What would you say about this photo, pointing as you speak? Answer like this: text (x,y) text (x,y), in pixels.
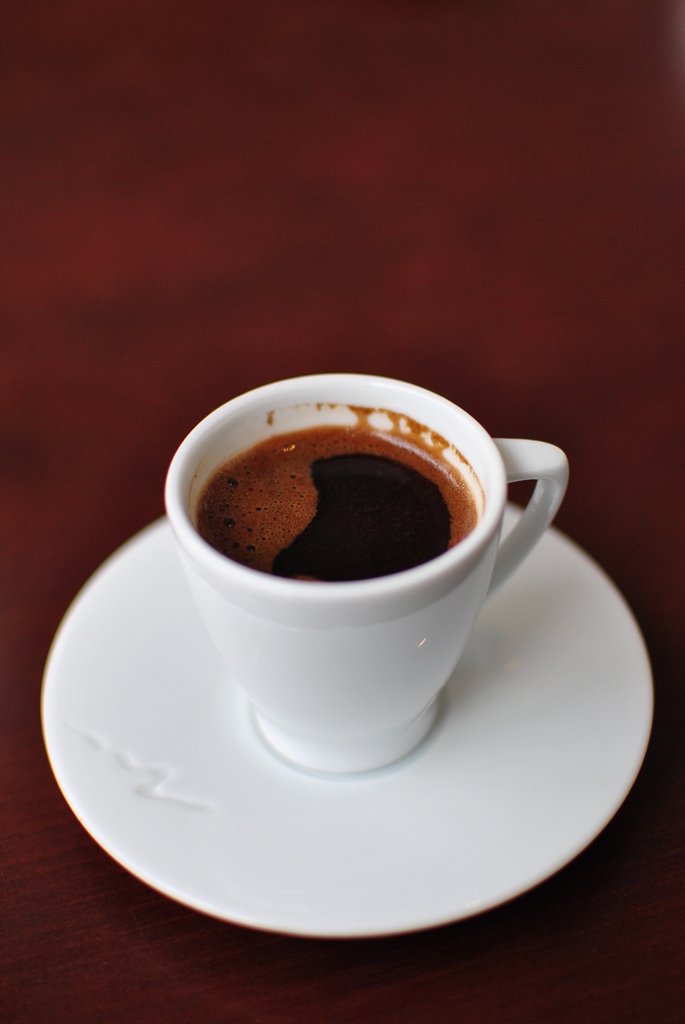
In this image we can see some liquid (324,540) in the white cup (347,750) on the white plate (597,649) and there is a maroon color background (582,882).
